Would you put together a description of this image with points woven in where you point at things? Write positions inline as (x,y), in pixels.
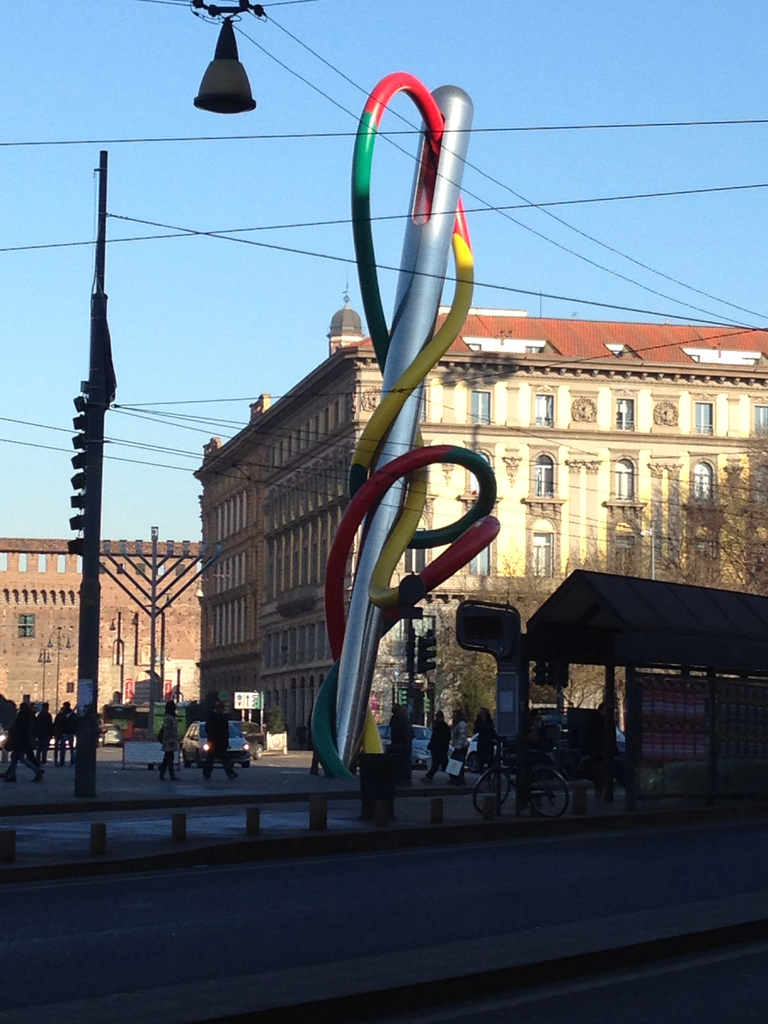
This image is clicked on the road (270,875). In the front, there are buildings (675,428) along with windows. And we can see many people (48,730) on the road (641,841). At the top (163,124), there is sky (399,184). On the right (678,670), there is a shed (679,667) along with trees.
